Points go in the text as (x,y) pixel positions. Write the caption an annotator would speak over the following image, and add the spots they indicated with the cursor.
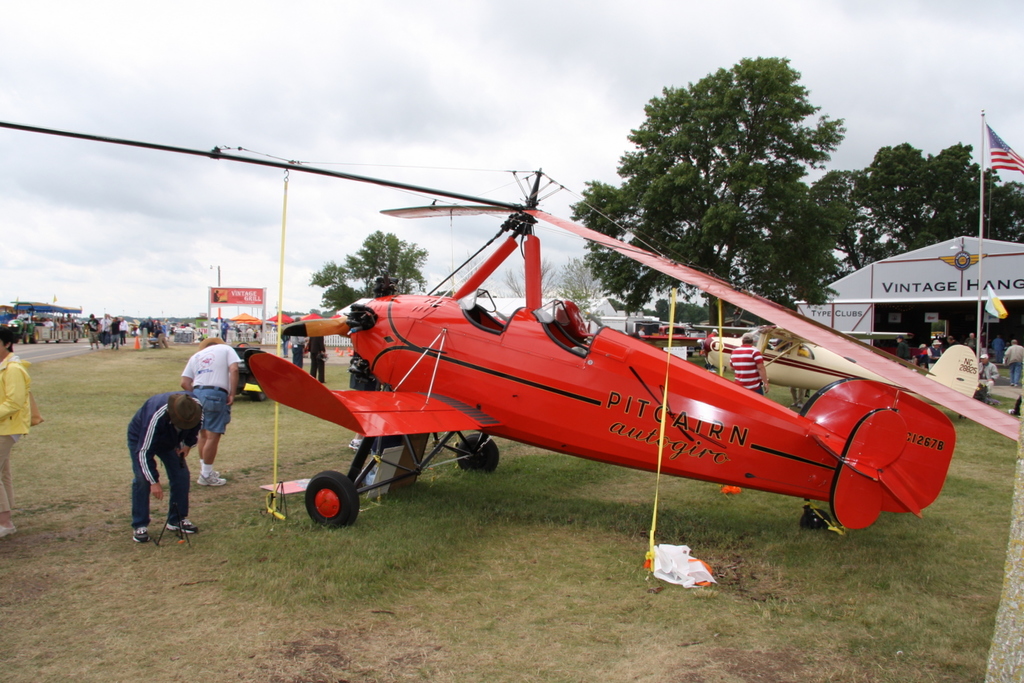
In this image we can see few aircrafts (421,423), persons (189,379) and tents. On the right side (928,267), we can see few trees (689,305) and a shed (922,322). On the shed (952,289) we can see some text (998,283). At the top (436,144) we can see the sky (304,125).
